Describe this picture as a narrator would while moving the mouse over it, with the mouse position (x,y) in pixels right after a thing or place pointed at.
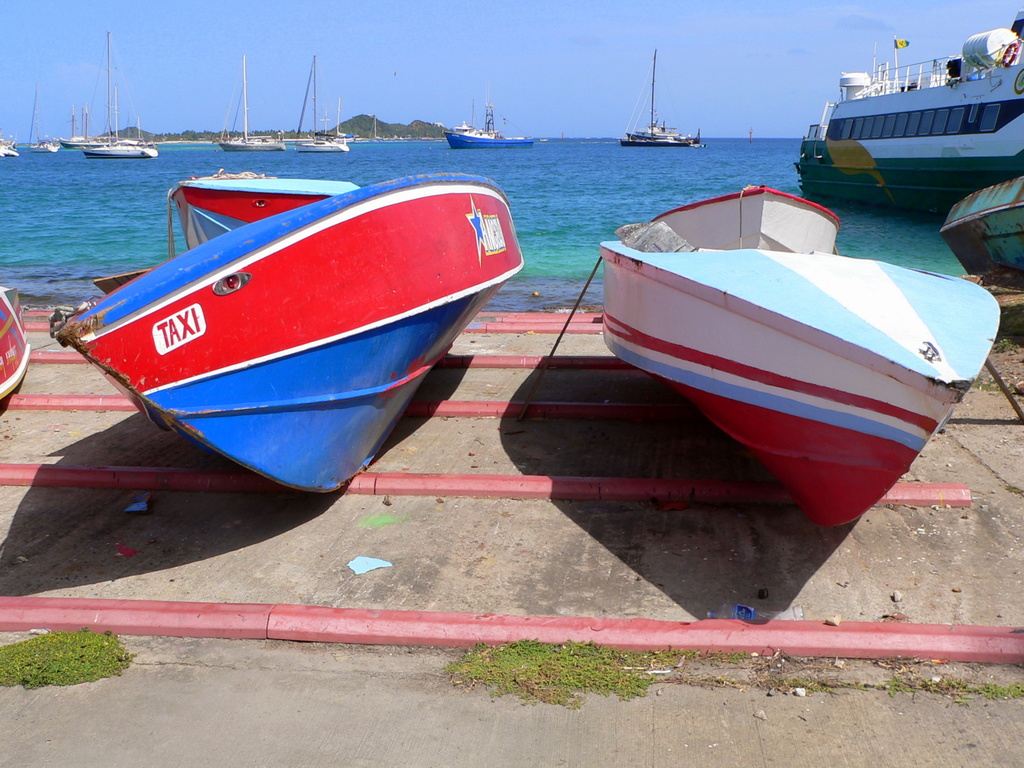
In the picture I can see boats (395,303) among them some on the ground (467,520) and some are on the water (536,244). In the background (549,88) I can see mountains (393,128) and the sky (386,51).
